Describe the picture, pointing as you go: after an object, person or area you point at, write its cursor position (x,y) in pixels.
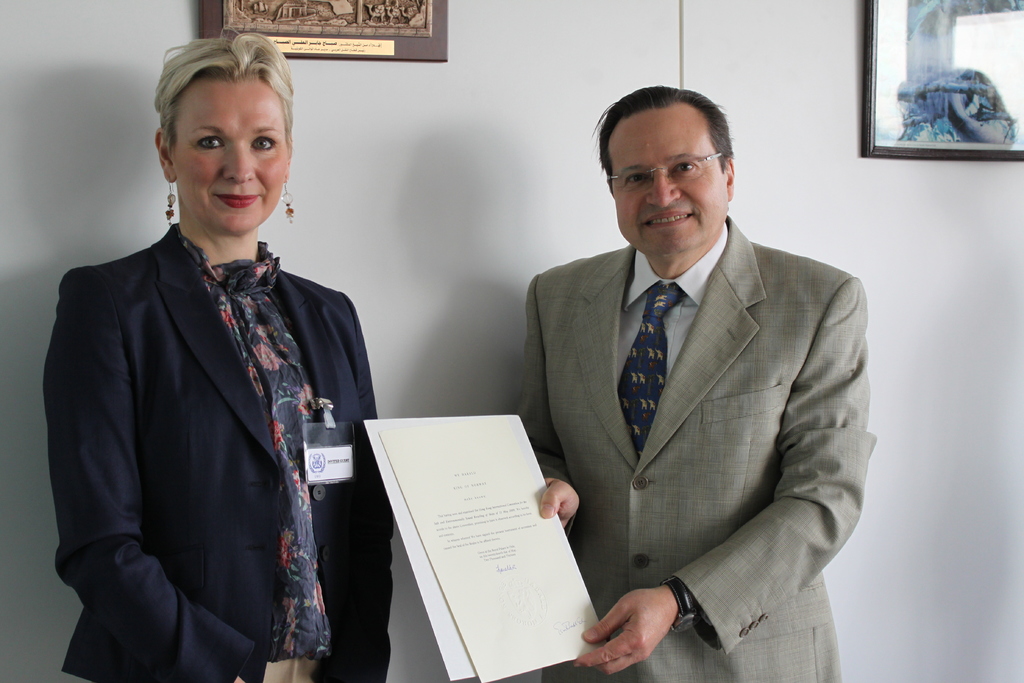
In this image we can see a man (714,197) and a woman (235,469). The man (590,388) is holding papers (508,602). Behind the persons (612,285) we can see the wall (904,231). On the wall (769,80) we can see the frames (404,51).
